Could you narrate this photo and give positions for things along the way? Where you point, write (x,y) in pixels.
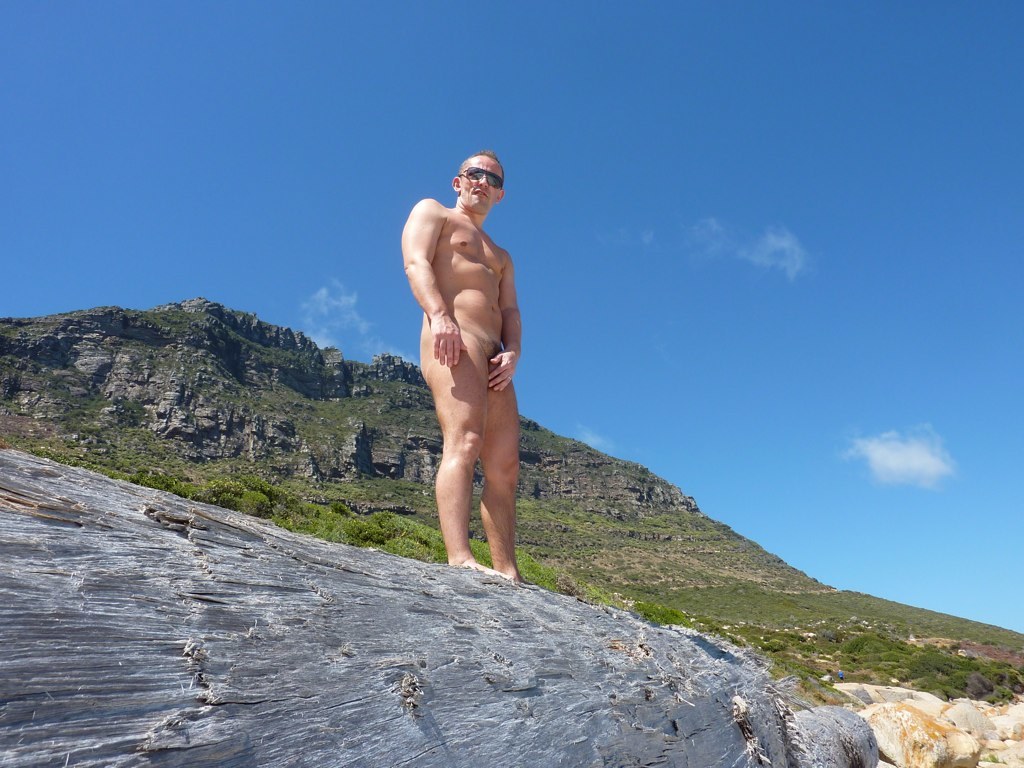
In this picture we can see one person (452,553) is standing on the rock (345,577), back side, we can see the hill (44,450).
